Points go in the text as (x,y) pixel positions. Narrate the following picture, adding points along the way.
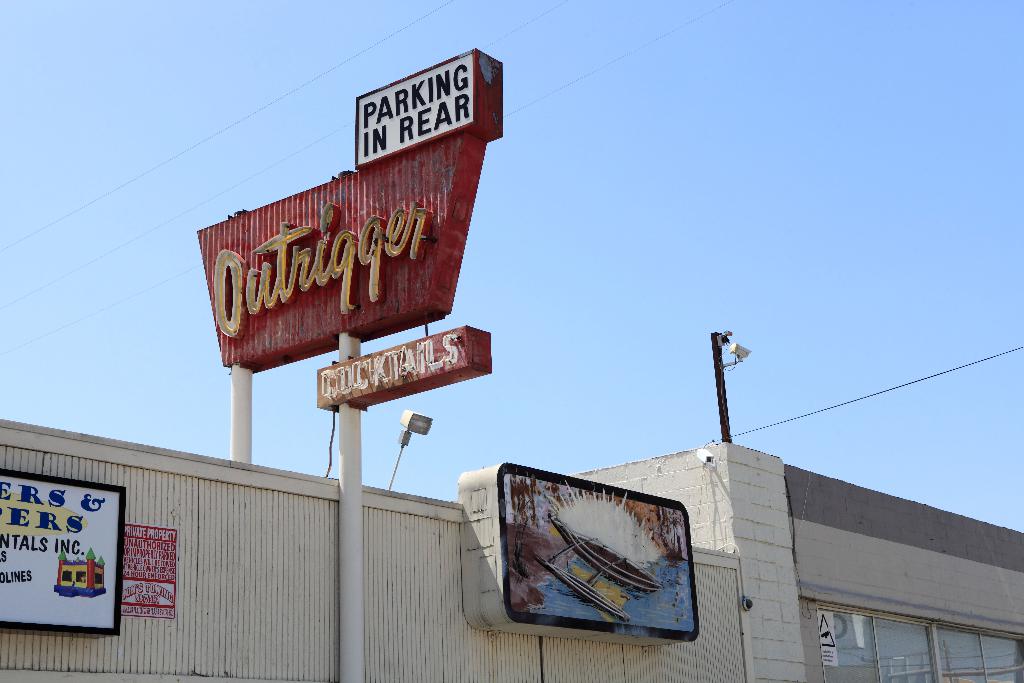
In this image at the bottom (681,584) there are buildings (836,577), boards (20,584) and on the boards (69,550) there is text (47,542). And also there are some poles (348,461), wires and some lights (432,427) and at the top (349,47) there is sky (547,275).
